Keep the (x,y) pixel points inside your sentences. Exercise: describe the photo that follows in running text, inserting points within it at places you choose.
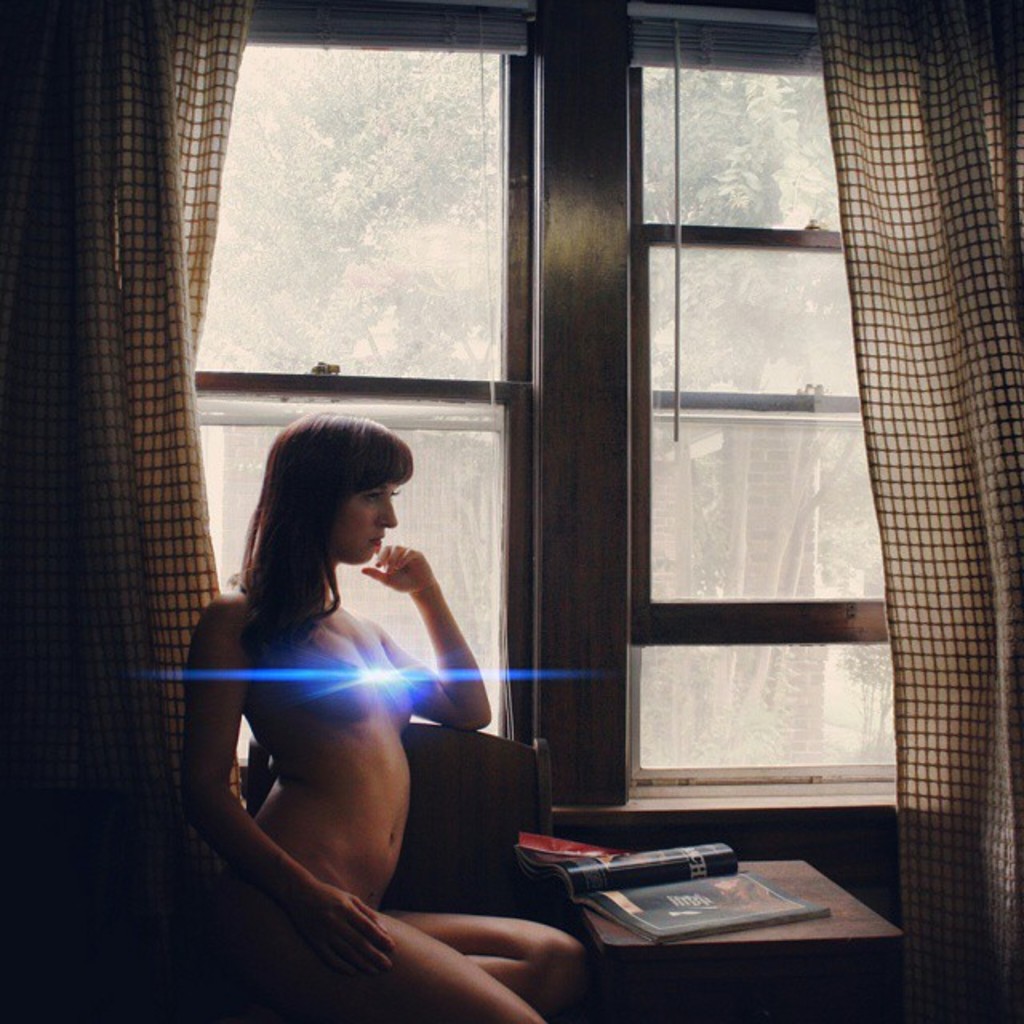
In the picture a woman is sitting on a chair (501,891) near the window (588,619) on the table (709,957) there are some books (671,881) there is a curtain (960,289) near the window (473,320) through the glass window (442,257) we can see trees (386,178).
